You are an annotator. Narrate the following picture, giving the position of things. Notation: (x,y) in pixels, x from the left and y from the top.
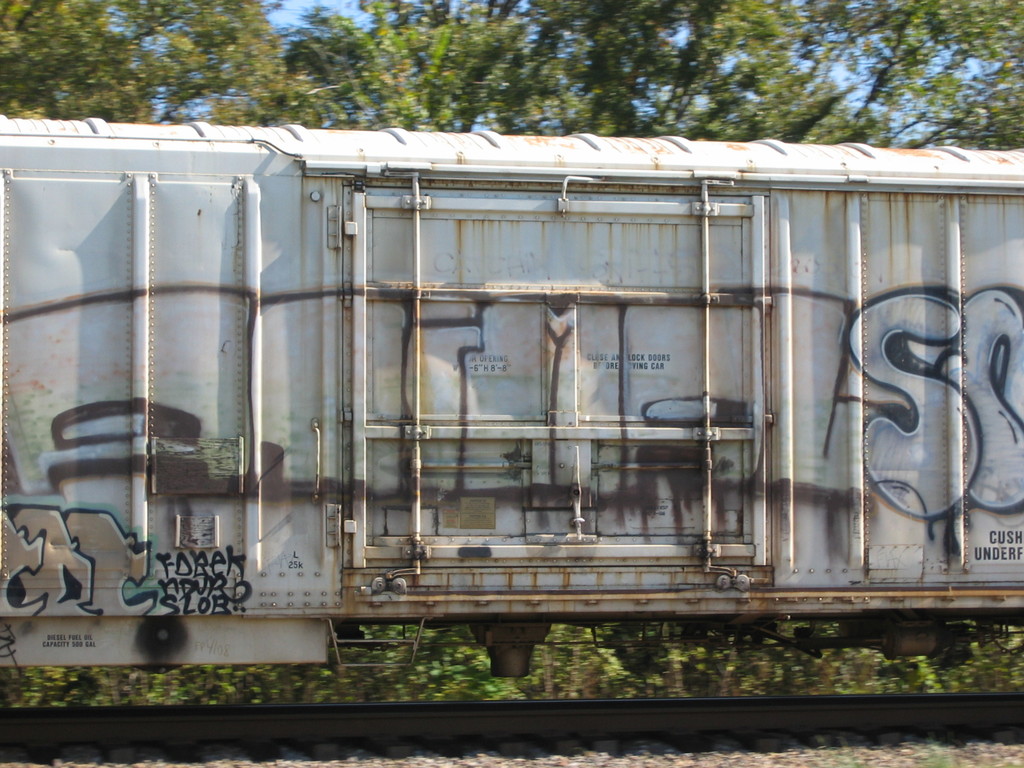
In this picture we can see a train (516,520) on the track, beside the train (623,600) we can see few trees (505,117).
